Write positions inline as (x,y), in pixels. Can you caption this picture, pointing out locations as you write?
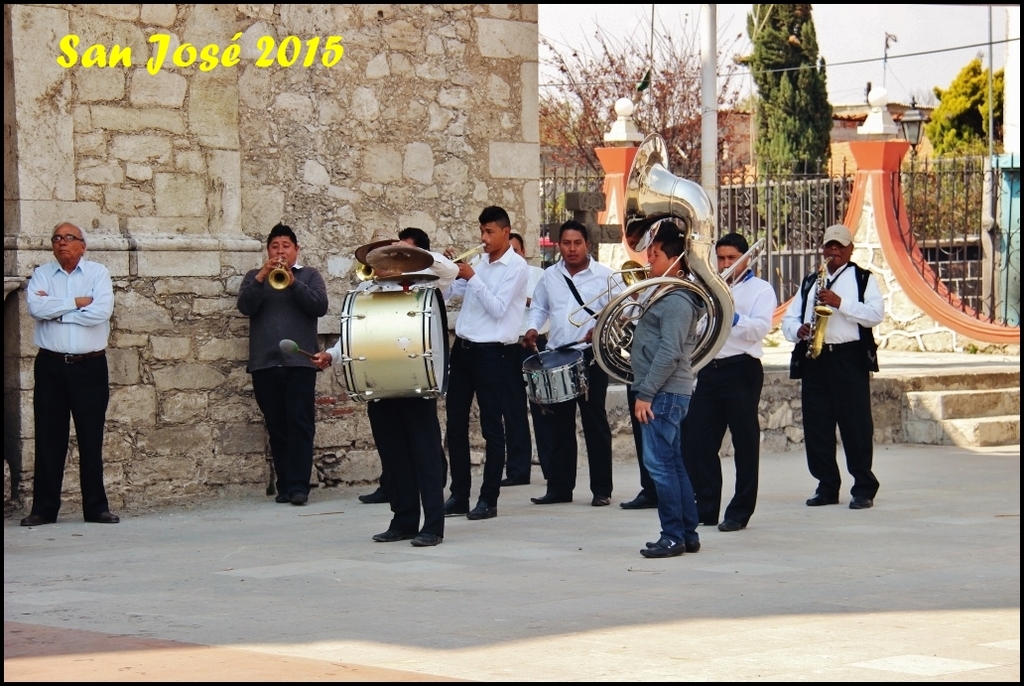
A musical band (270,296) is playing musical instruments (631,319) standing on a road (769,455). They are wearing white shirt (504,318) and black pant (492,373) as a uniform (565,463). They are standing beside a structure (366,149). There are some trees (800,99) and a barrier wall (882,186) in the background (894,136).
